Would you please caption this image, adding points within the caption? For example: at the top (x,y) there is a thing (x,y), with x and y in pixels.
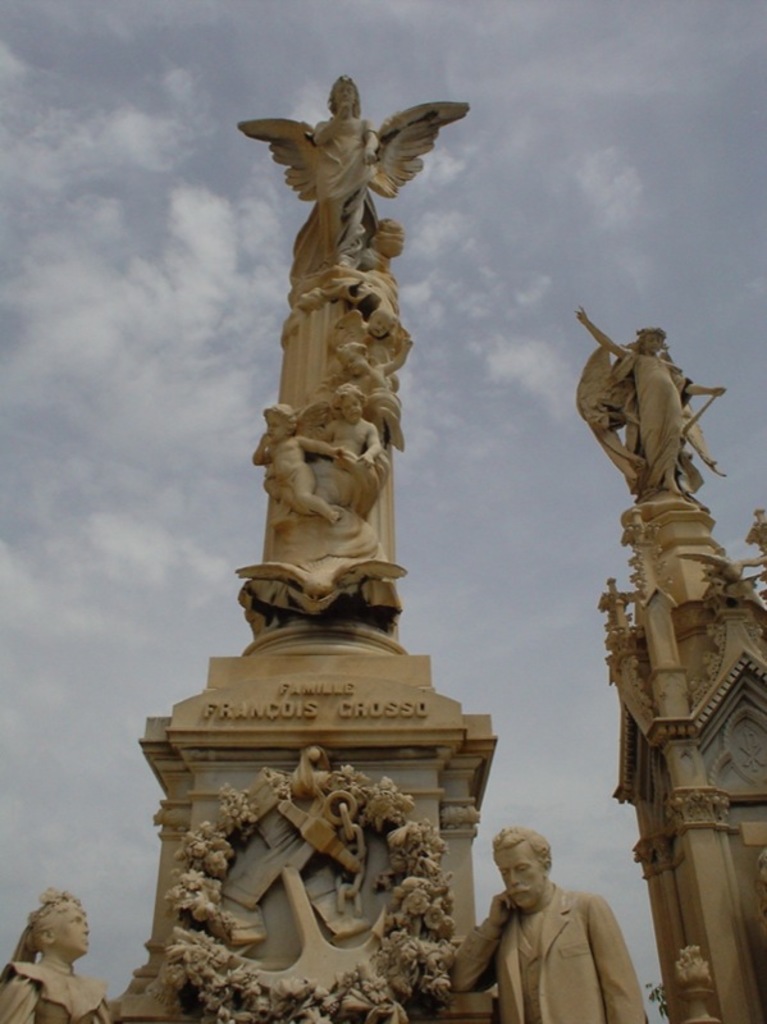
In this picture I can see few statues (354,576) and a blue cloudy sky (488,292).
